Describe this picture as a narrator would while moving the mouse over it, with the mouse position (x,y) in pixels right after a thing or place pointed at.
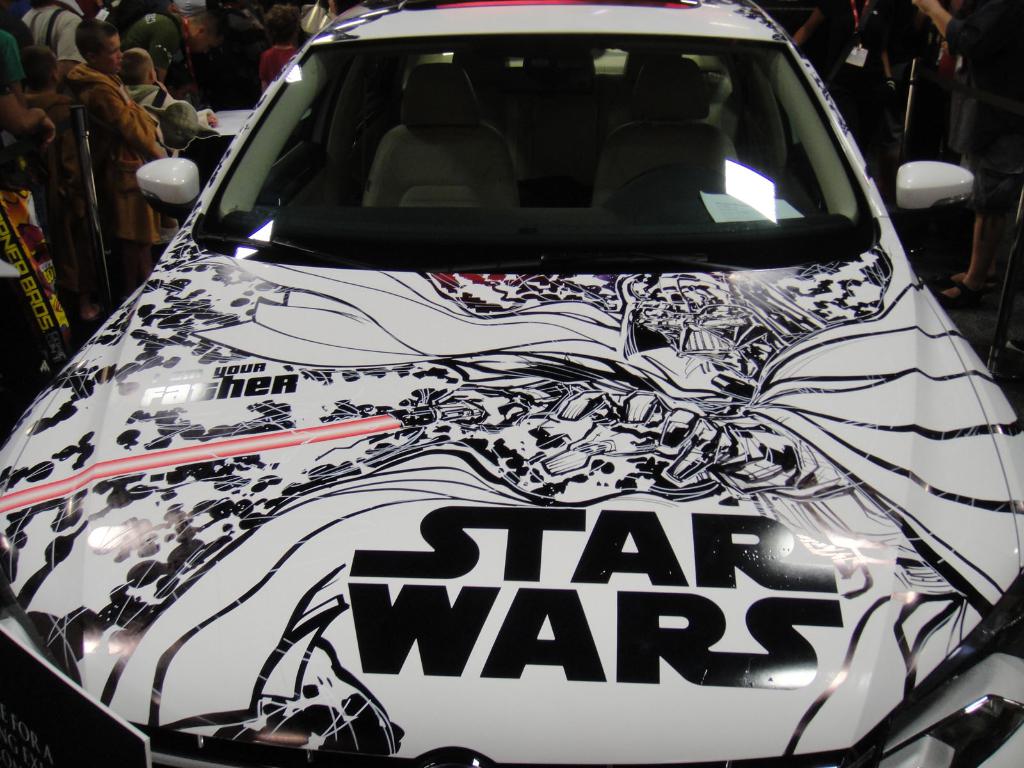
In this image I can see a car (758,109) and on the car (549,11) I can see design (468,389) and both sides of the car (641,23) I can see persons (118,89).
